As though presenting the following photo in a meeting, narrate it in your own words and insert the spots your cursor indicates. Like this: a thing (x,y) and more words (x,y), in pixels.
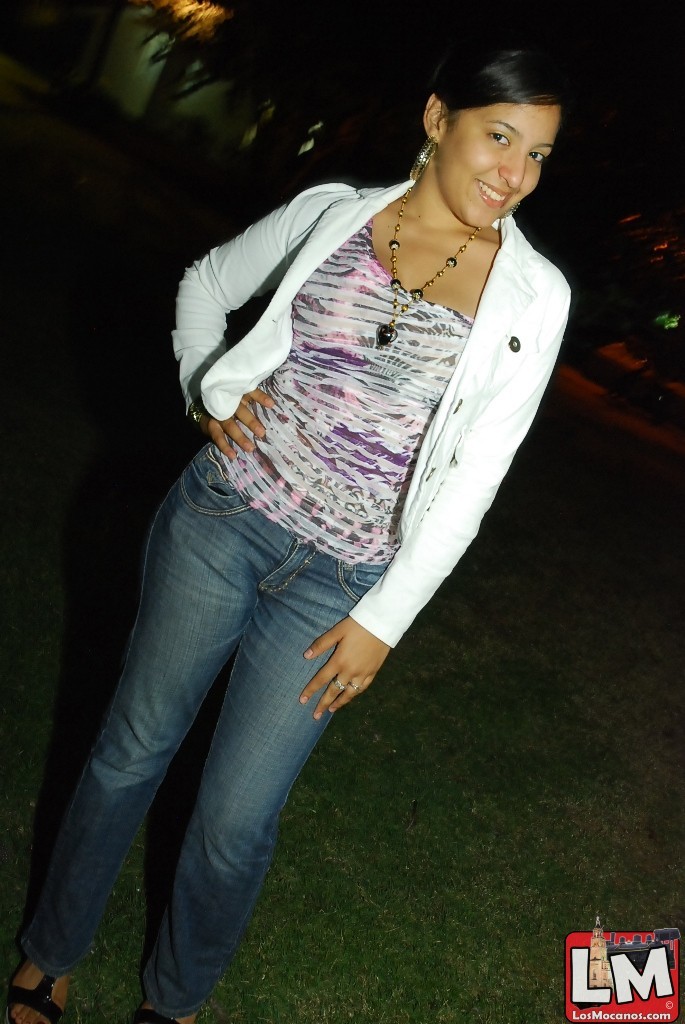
In this image we can see one woman (251,558) with a smiling face (494,115) standing on the ground (42,879), some objects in the background (640,371), one sticker (569,1017) with text (640,982) and images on the bottom right side (639,1002) corner of the image. Some trees (192,62) in the background (208,13), some grass (435,822) on the ground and the background (682,155) is dark.
